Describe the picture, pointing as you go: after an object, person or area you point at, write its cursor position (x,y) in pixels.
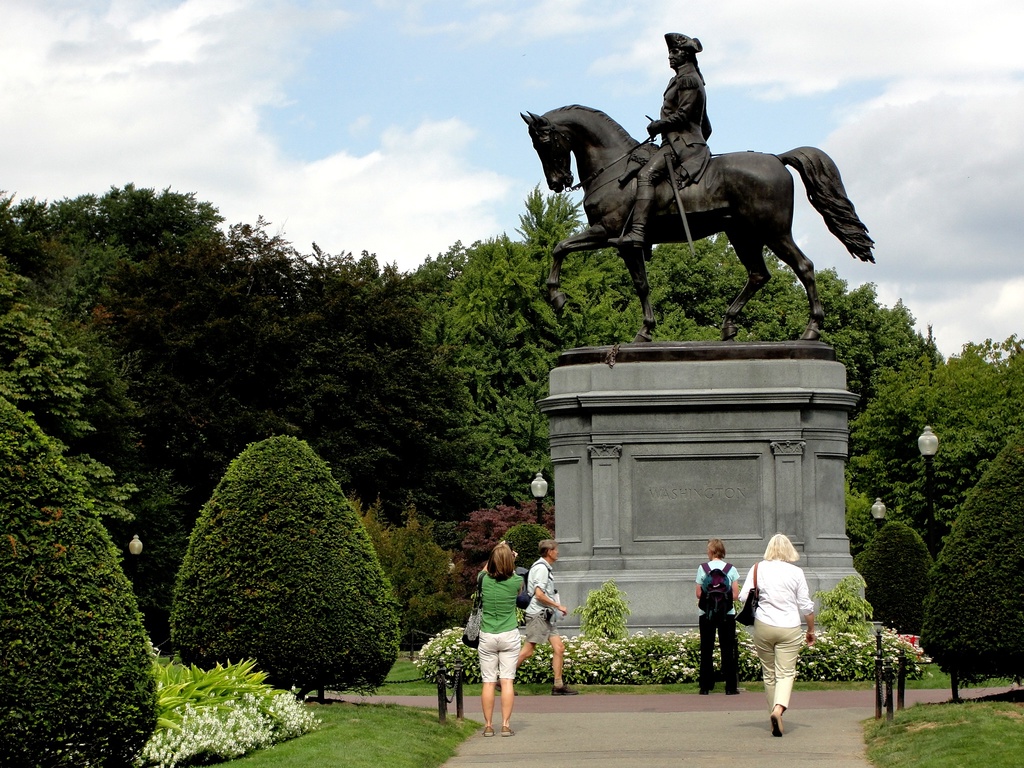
In this image, I can see the sculpture (695,119) of a person (664,105) sitting on a horse (765,214), which is on the pillar (729,386). There are two people (766,649) walking and two people (492,640) standing. At the bottom of the image (596,753), It looks like a pathway (641,728) and the grass (414,736). I can see the light poles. These are the trees (336,376) with branches (481,354) and leaves (939,558) and bushes (276,722) with the flowers (219,734). At the top of the image (264,110), these are the clouds (246,86) in the sky (835,68).
